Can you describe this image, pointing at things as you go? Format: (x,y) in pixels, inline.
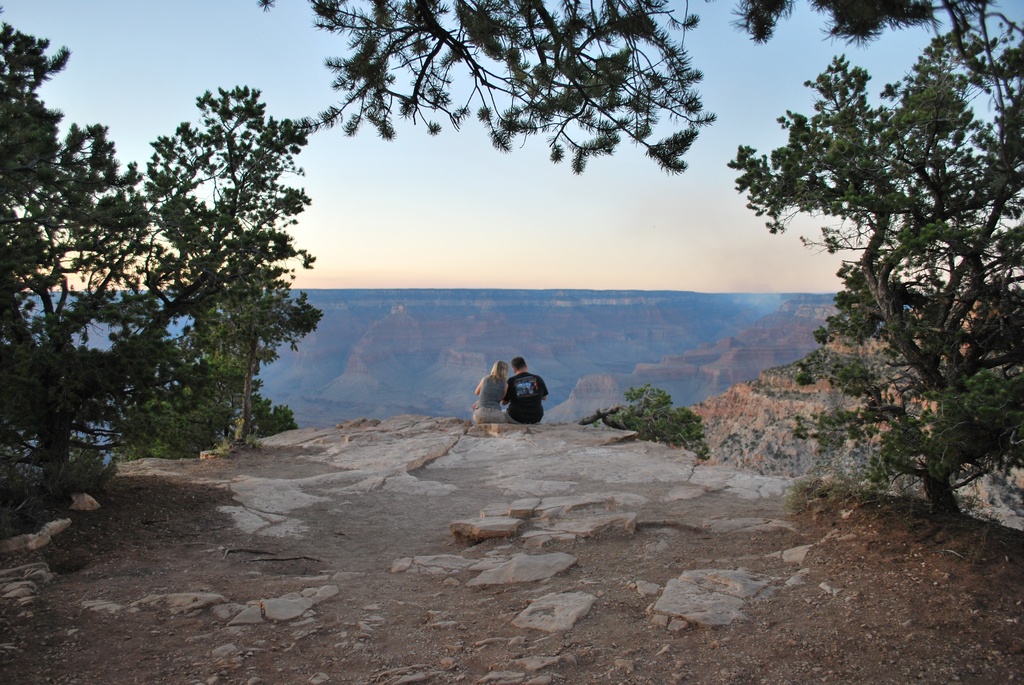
In this image there is a couple (506,384) sitting on the hill (430,439). On the left (85,228) and right side of the image (856,17) there are trees (991,352). In the background (517,329) there are hills (402,324) and the sky (650,279).
